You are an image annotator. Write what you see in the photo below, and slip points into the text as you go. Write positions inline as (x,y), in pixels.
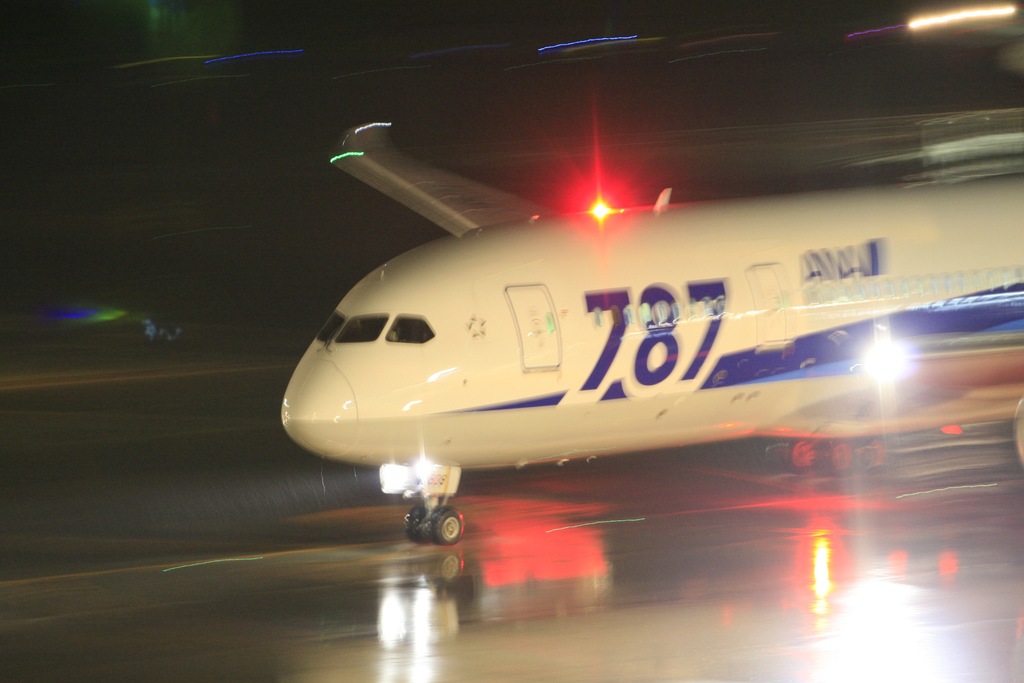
In the center of the image (532,440), we can see an aeroplane (729,367) and in the background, there are lights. At the bottom (538,565), there is floor (586,573).
